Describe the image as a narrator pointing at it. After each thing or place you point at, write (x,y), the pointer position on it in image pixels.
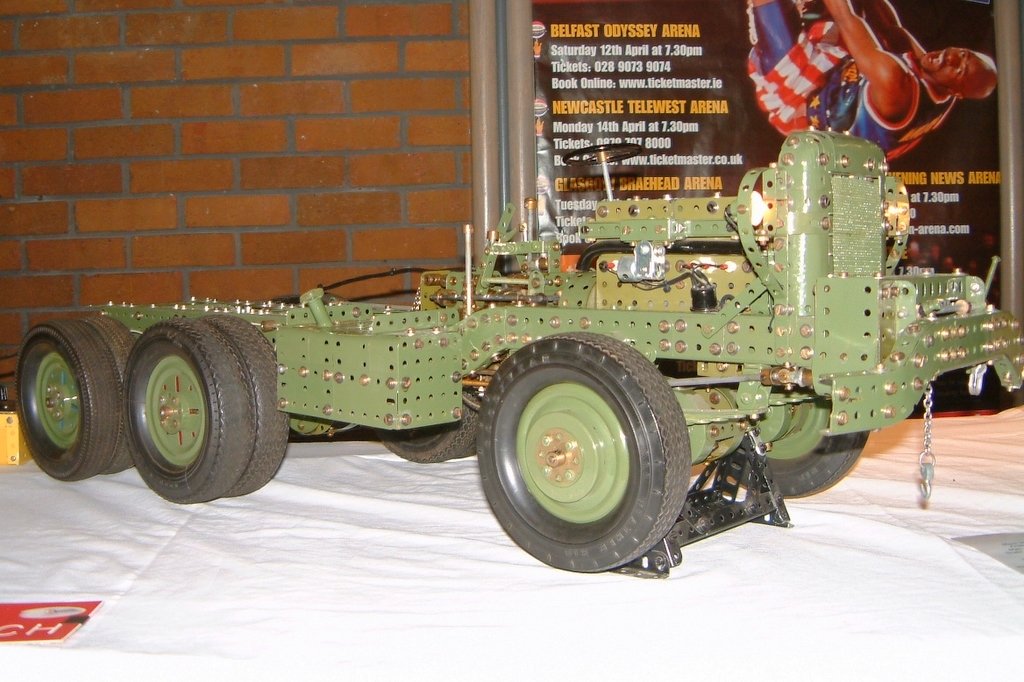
In this picture there is a truck toy (653,341) placed on the table (366,534). In the background (613,112) there is a banner (682,124) with some text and a picture (954,75) of a man (899,16). Beside it there is a wall (146,130) with bricks (230,174).
